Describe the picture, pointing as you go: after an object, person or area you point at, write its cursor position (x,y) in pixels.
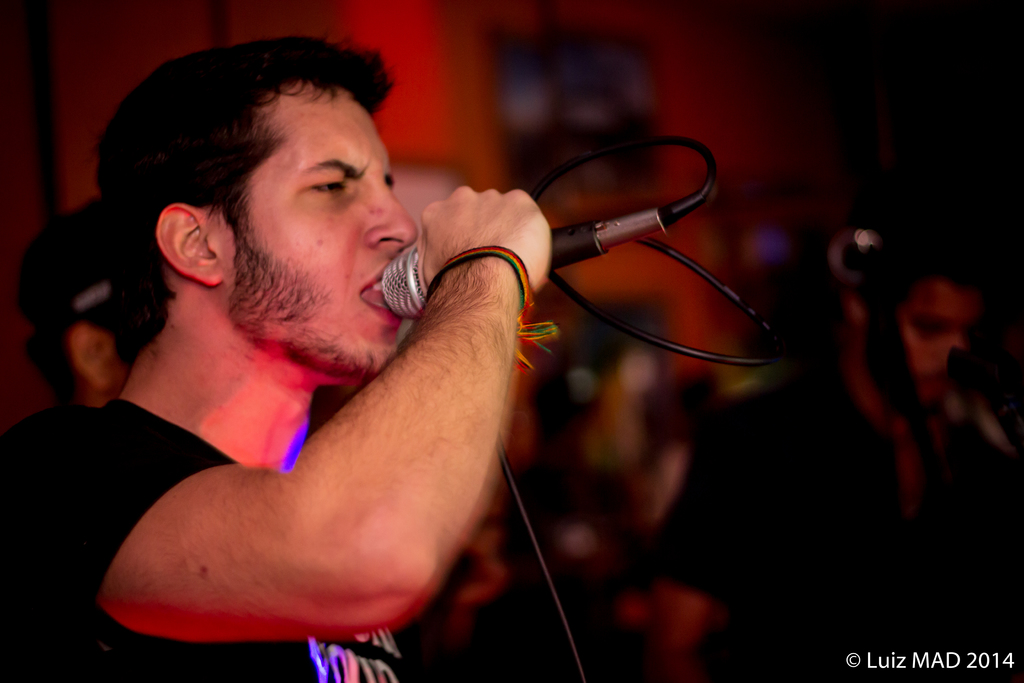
In this image, In the left side (11,497) there is a boy (161,391) standing and he is holding a microphone (556,264) which is in black color he is singing in the microphone (401,291), In the background (766,493) there are some people (668,543) standing.
